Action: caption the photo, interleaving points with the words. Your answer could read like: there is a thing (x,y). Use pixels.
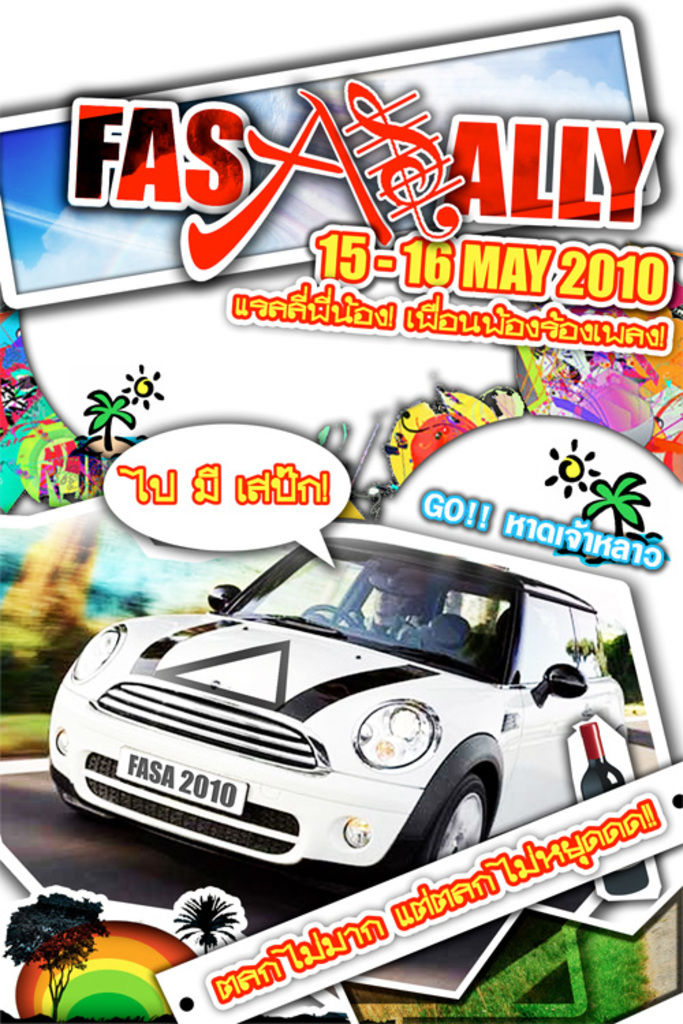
This image is a color print of a drawing as we can see there is a car (315,794) in middle of this image (409,639) and there is some text (628,825) written on top of this image (392,305) and in the bottom of this image (495,869) as well.
